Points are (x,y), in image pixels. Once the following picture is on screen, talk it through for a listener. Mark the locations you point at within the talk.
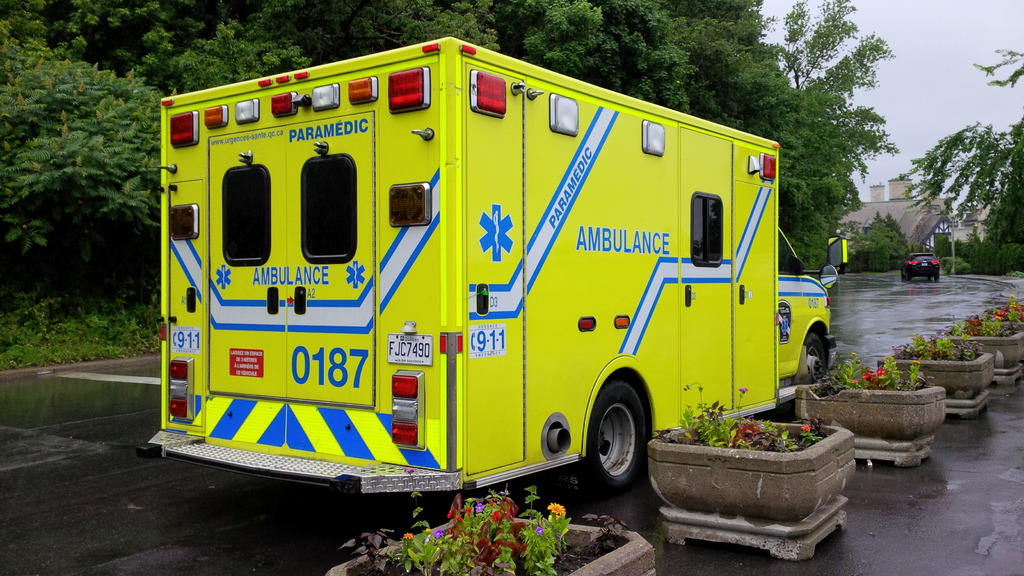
In this image we can see motor vehicles (575,289) on the road (555,498), house plants (541,518), trees (803,176), buildings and sky (908,70).
